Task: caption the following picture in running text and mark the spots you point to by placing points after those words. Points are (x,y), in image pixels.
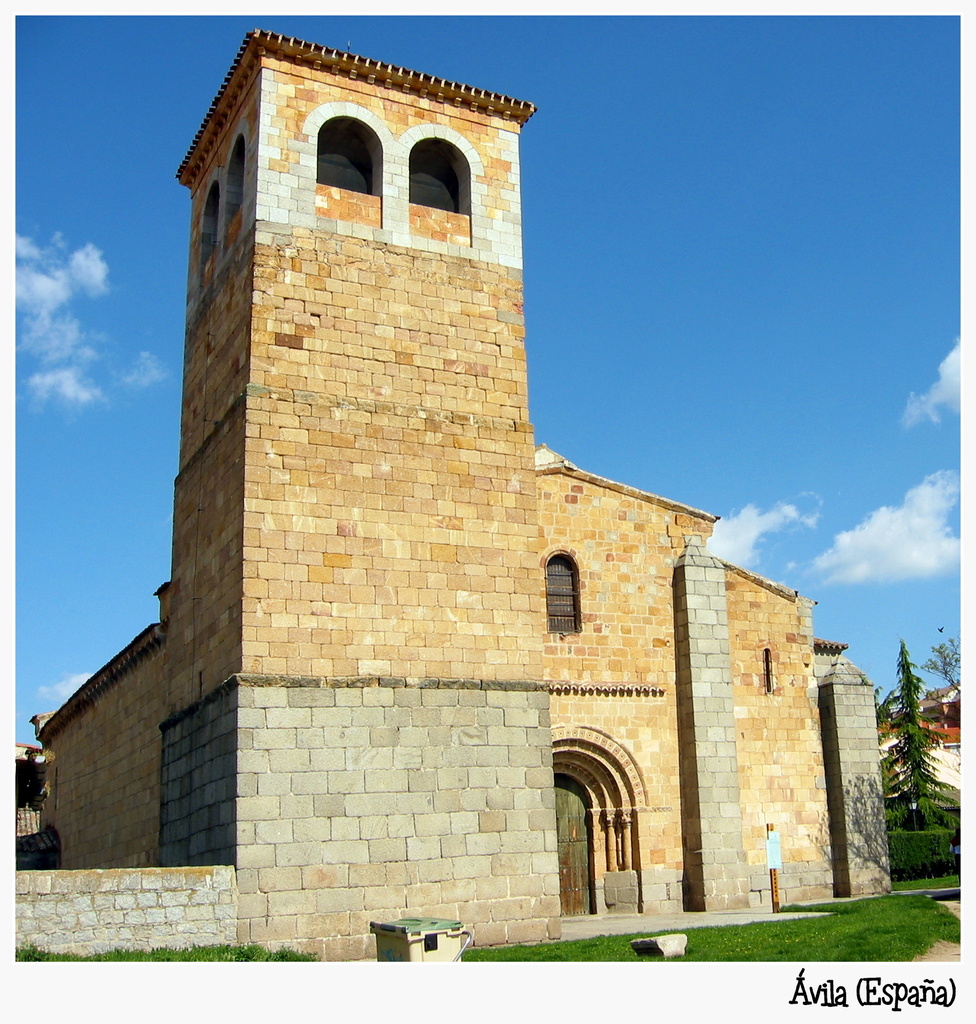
In this picture we can see the church (268,624). At the bottom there is a door (558,775) and window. In front of the door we can see the green grass (648,934). On the right (931,749) we can see trees (916,714) and buildings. On the left (119,108) we can see sky (39,218) and clouds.
